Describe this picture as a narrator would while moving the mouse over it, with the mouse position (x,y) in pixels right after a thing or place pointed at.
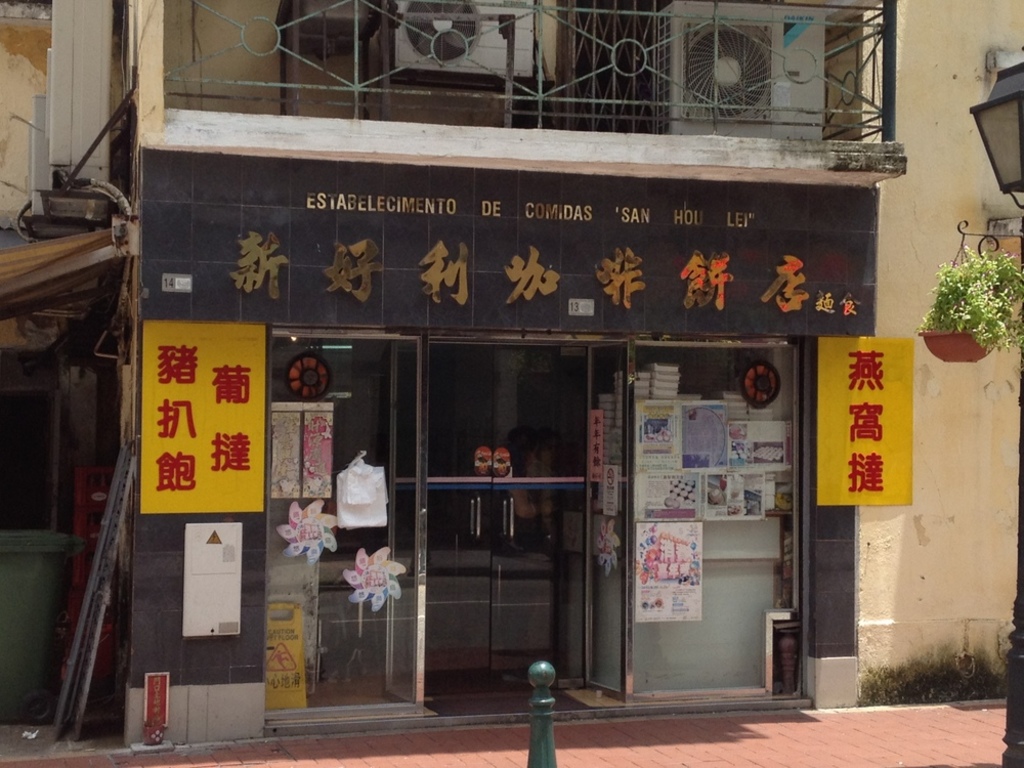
In this image in the center (642,323) there is a building (823,282). In the center (462,495) there is a glass door (520,533) and there are some text (683,275) written on the top of the door (519,546). On the right side (1007,170) there is a pole (1021,182) and there is a flower pot (973,323) hanging.
